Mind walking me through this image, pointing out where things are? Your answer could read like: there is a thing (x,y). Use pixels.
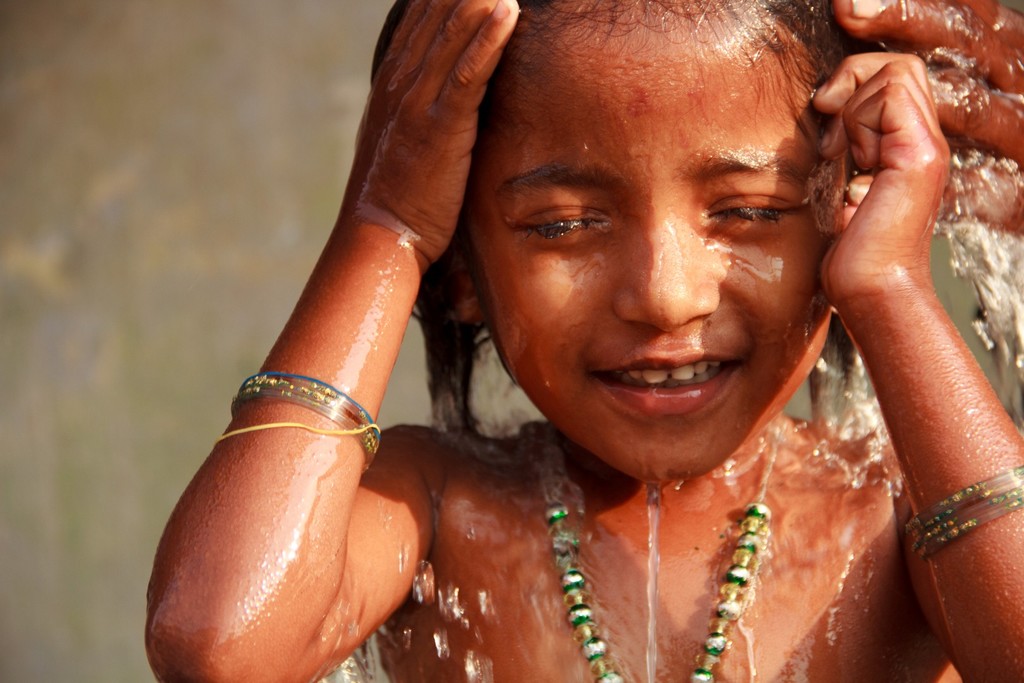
In the image we can see there is a girl (710,286) having bath and she is wearing necklace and bangles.
